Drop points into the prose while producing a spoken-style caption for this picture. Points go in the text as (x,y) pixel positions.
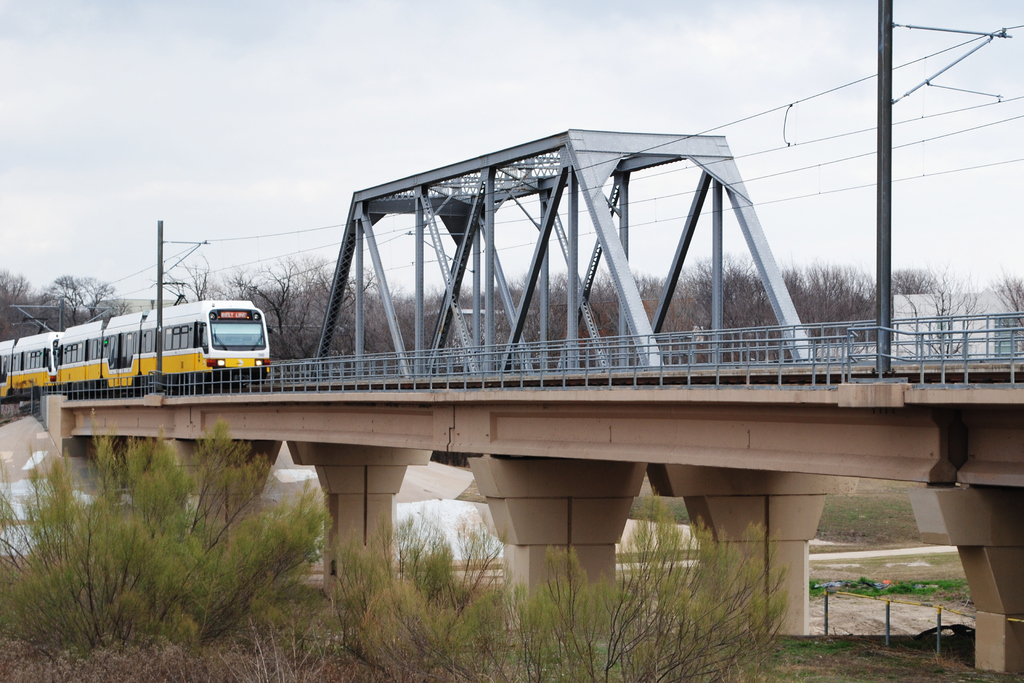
In the picture I can see the railway bridge construction (453,360) in the middle of the image (441,345). I can see a train (241,323) on the railway track (529,384). I can see the trees (446,547) at the bottom of the image (485,578). In the background (433,302), I can see the trees (53,310). There are clouds (458,106) in the sky (456,106).
